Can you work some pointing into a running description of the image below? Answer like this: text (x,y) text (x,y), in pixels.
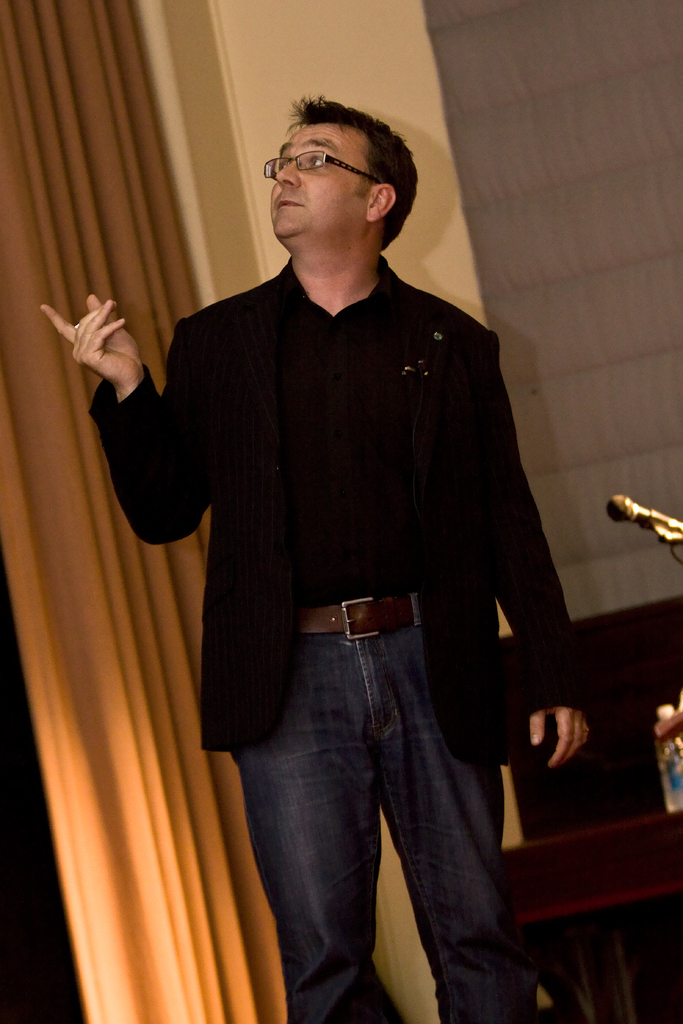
In this image I can see one man (490,789) is standing in the front (299,306). I can see he is wearing black shirt (321,479), black blazer (431,664), brown belt (321,631), jeans (416,670) and specs (355,167). On the right of this image (616,500) I can see a mic (624,502), a bottle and on the left side (91,106) I can see a curtain (37,29).
